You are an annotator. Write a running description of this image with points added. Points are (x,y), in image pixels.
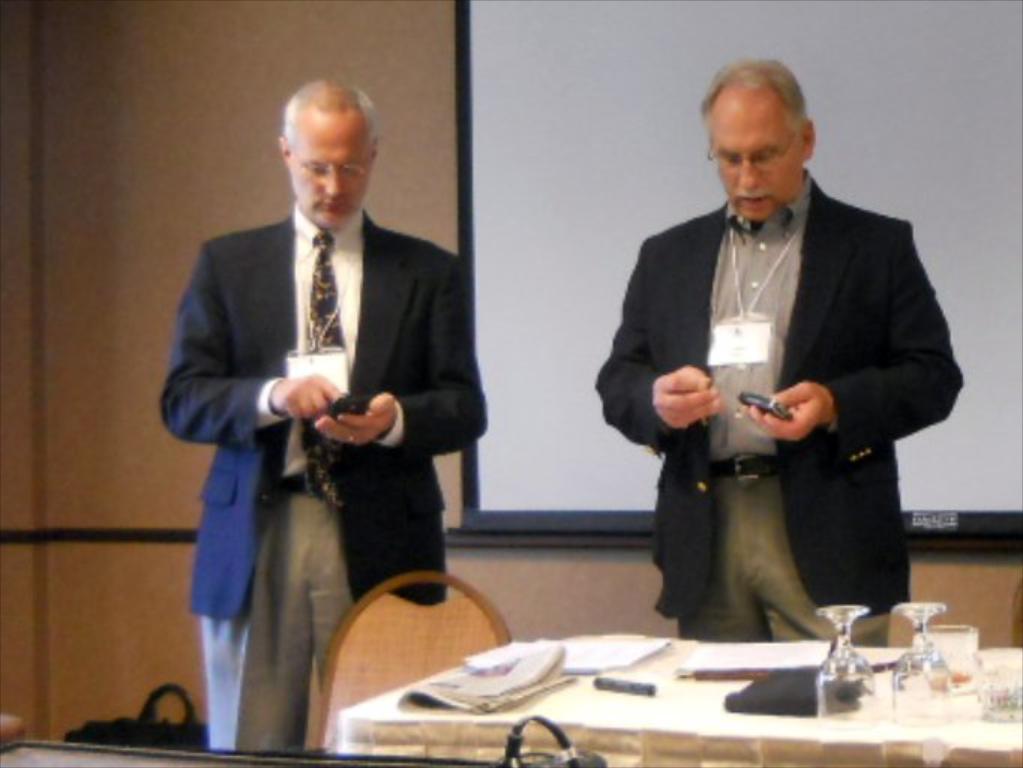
In this image we can see two people (664,396) wearing tags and holding the objects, in front of them, we can see a table (589,678) in which we can see the papers (478,686), glasses (868,687) and few objects (640,689) on it and also a chair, behind them we can a wall (234,206) with a white screen (646,113) and a bag (176,690).
